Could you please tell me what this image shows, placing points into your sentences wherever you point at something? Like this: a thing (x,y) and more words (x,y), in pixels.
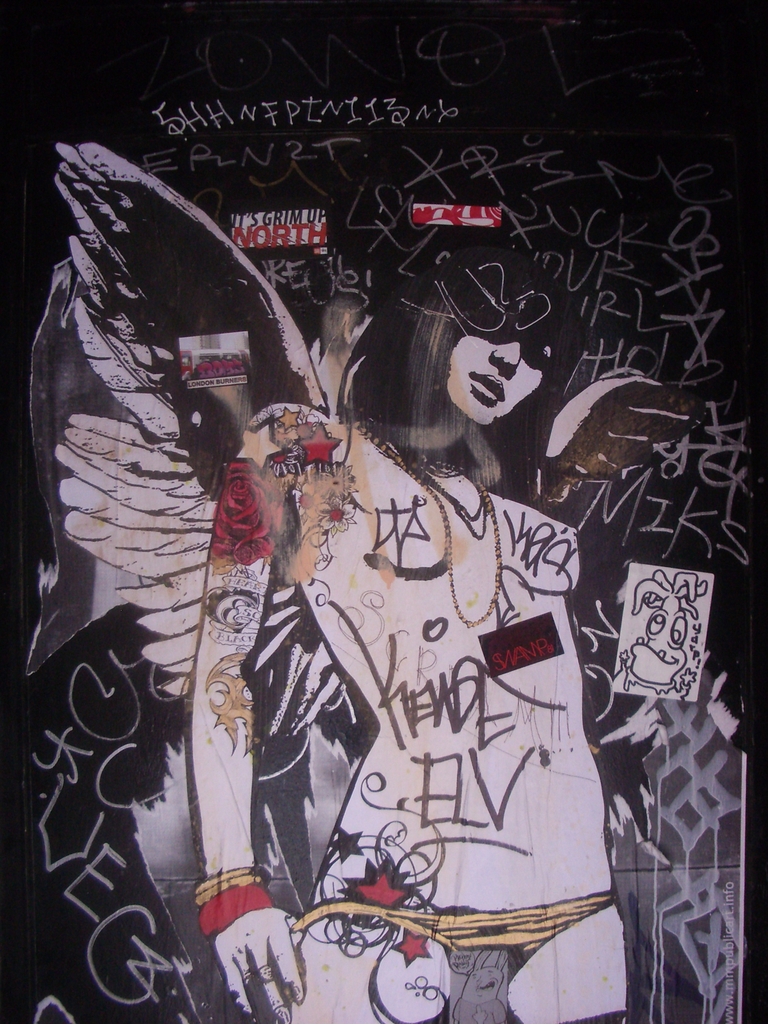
In this image there is a painting (423,754) on the wall (557,412). We can see text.
